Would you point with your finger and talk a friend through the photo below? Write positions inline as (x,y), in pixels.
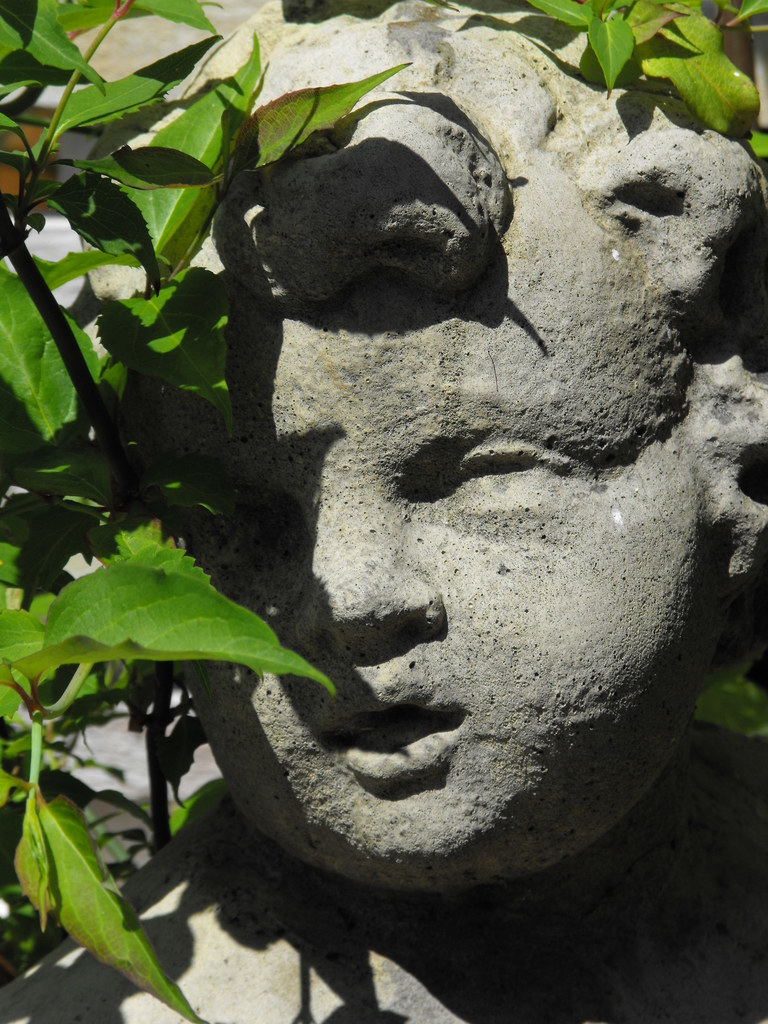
in this image I can see a sculpture (457,109) and some leaves (103,601) visible around the sculpture (330,225).
